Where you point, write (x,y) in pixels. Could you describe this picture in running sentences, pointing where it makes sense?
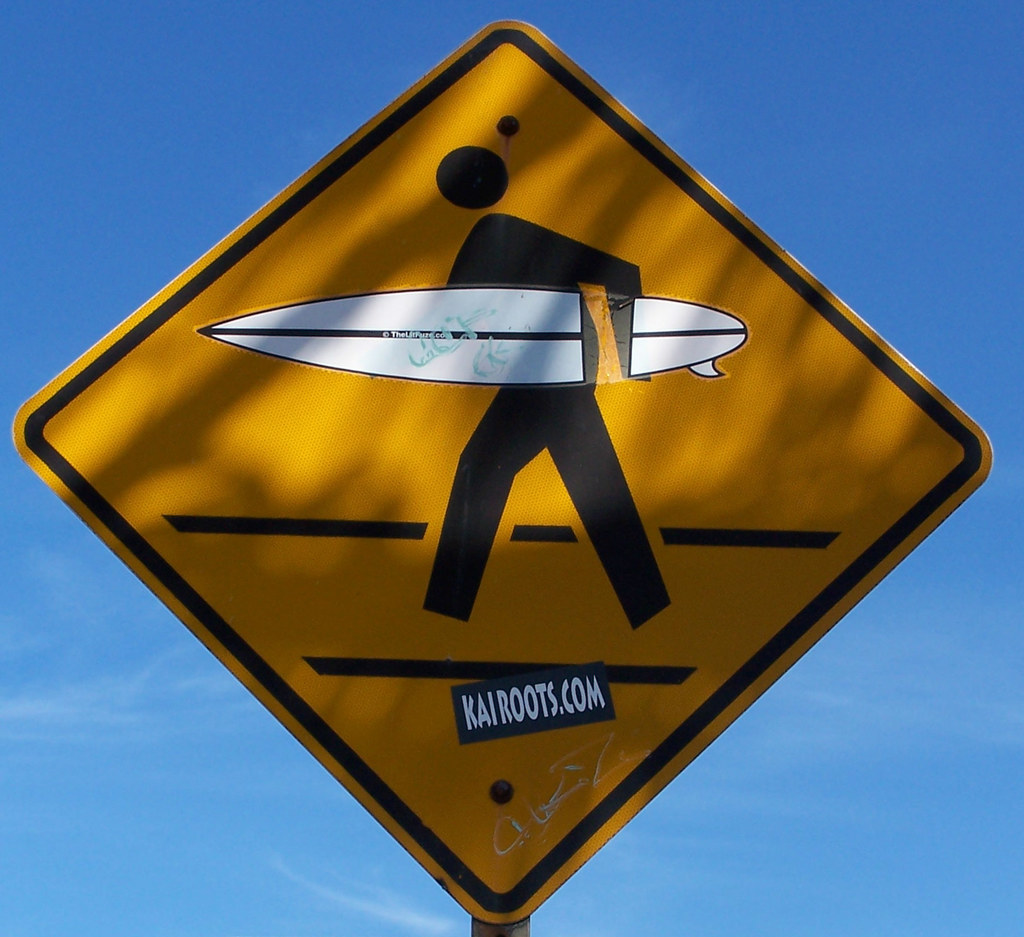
In the image in the center (489,372) we can see one sign board (774,660) and we can see something written on it. In the background (290,70) we can see the sky (972,177).
